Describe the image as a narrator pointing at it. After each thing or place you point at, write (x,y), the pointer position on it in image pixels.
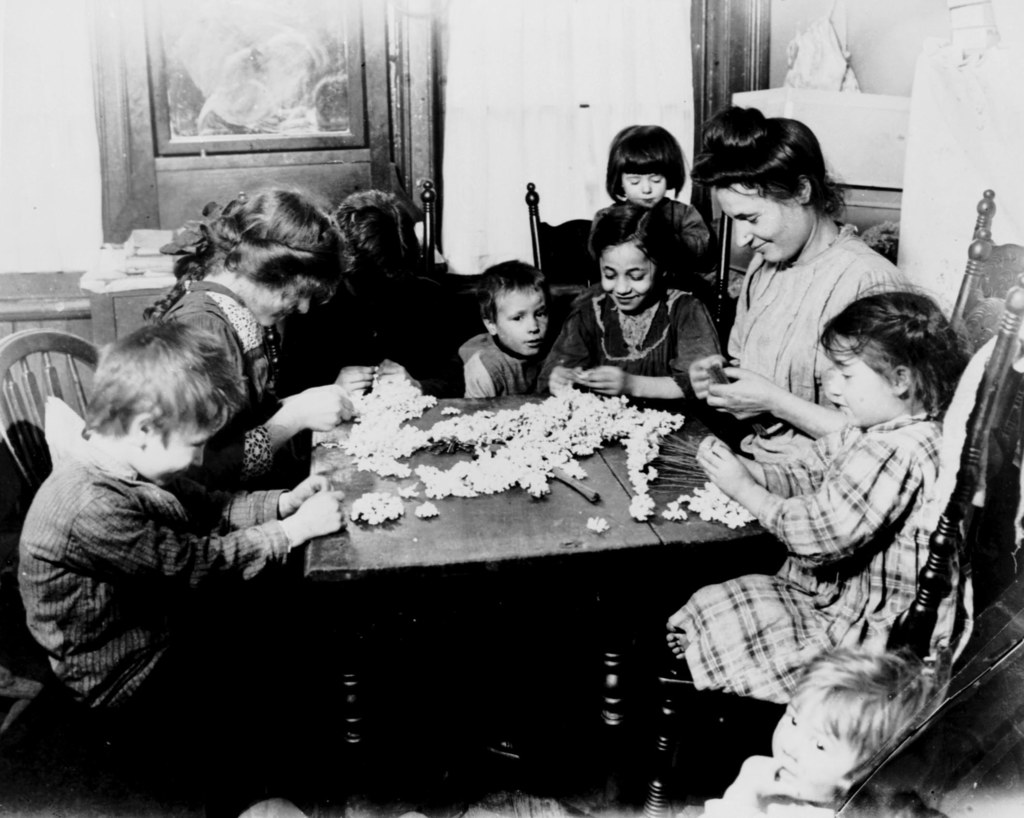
In this image there are group of people (708,397) sitting around a table (537,567). This picture is in black and white. On the table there are some flowers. In the background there is a wall (432,98), table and desk (85,278).
